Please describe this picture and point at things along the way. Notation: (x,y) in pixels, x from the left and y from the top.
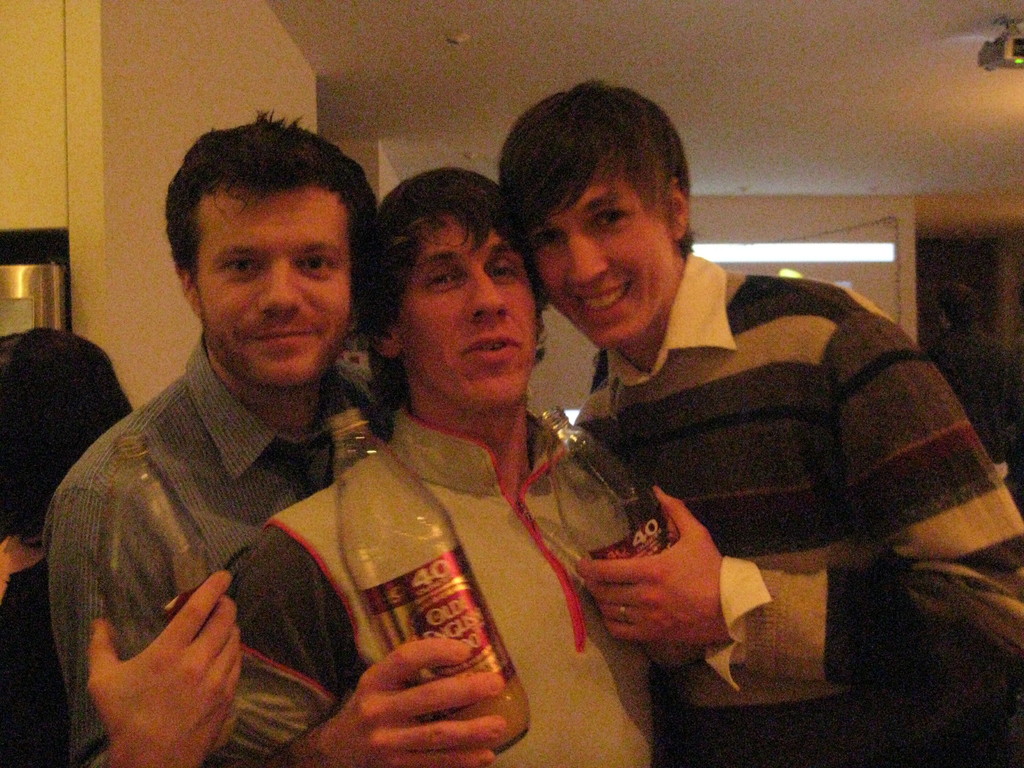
Three people (340,217) are standing and laughing, holding bottles (442,618) in their hands (327,737).
